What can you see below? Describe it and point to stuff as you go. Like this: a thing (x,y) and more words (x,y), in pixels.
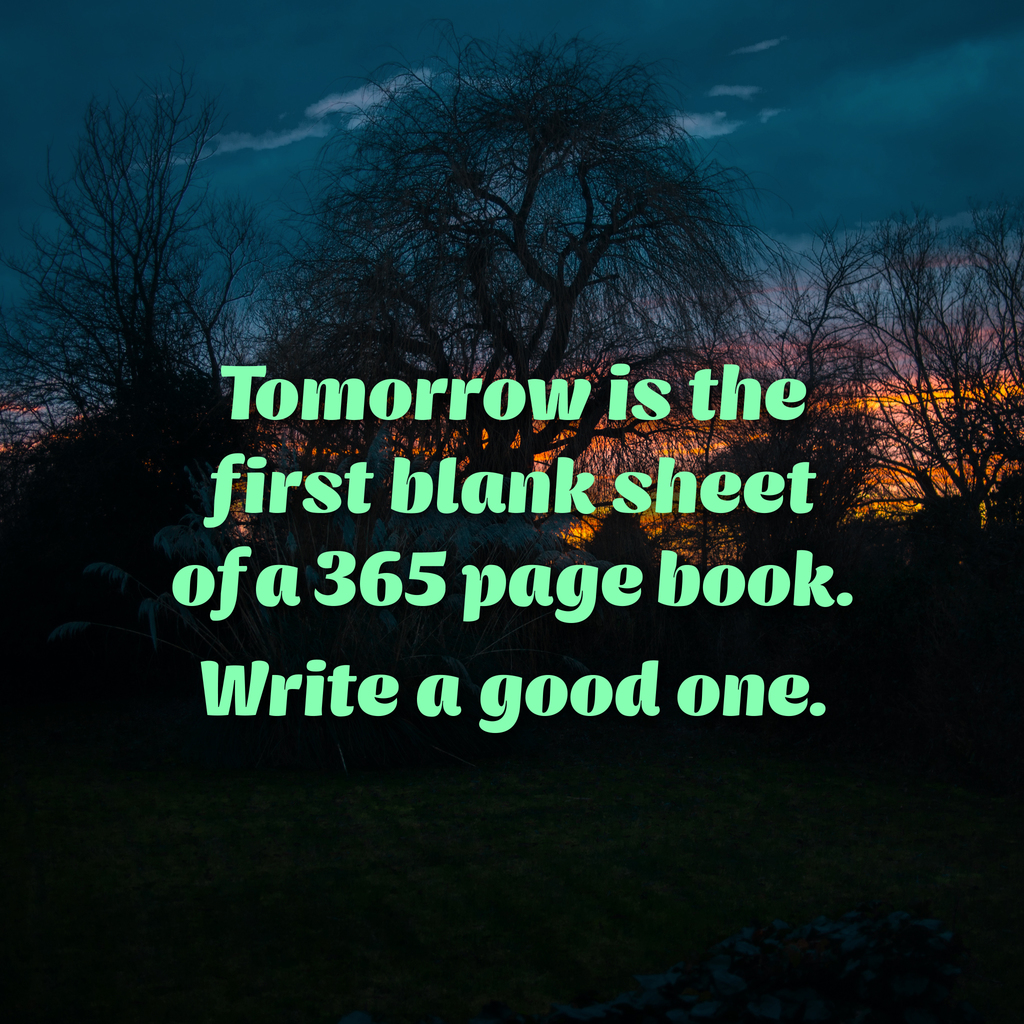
In this picture there is tomorrow is the first blank sheet of a 365 pages book write a good one is written on it and there are few dried trees (571,333) in the background (564,336).
